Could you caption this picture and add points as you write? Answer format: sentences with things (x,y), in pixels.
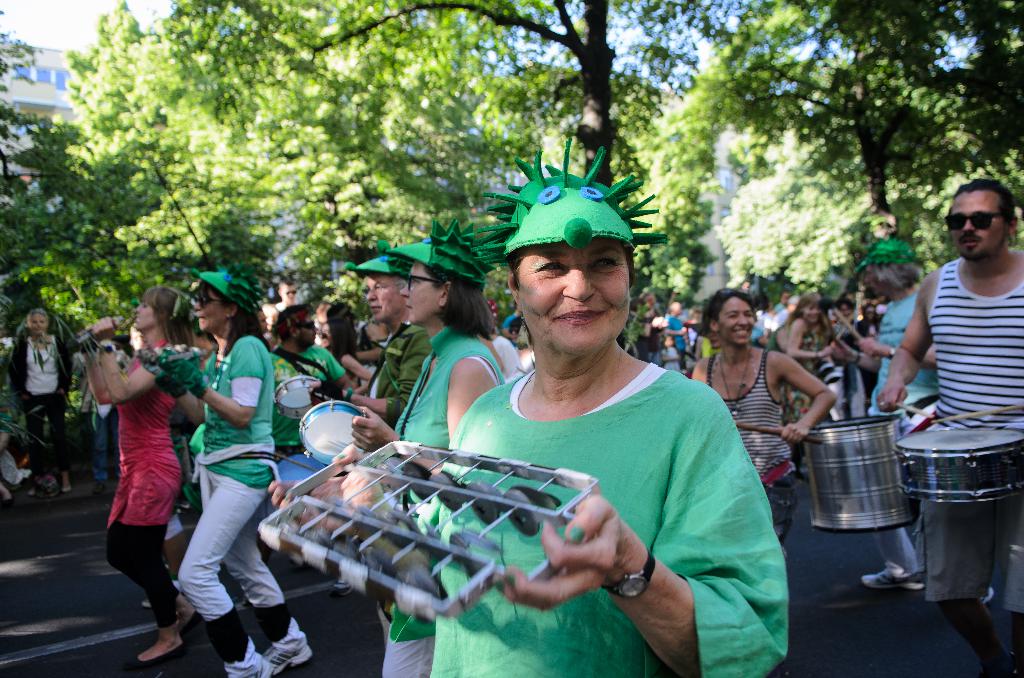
This image is clicked outside. There are trees (83,186) on the top (208,207) and people (473,293) in the middle (448,288). All of the people (574,630) they are holding some musical instruments (837,457) and they are playing. Some of them are in green colour dress (665,522) with some caps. The one who is on the right side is playing drums (869,456). There is a building (57,65) on the top left corner (47,79).
